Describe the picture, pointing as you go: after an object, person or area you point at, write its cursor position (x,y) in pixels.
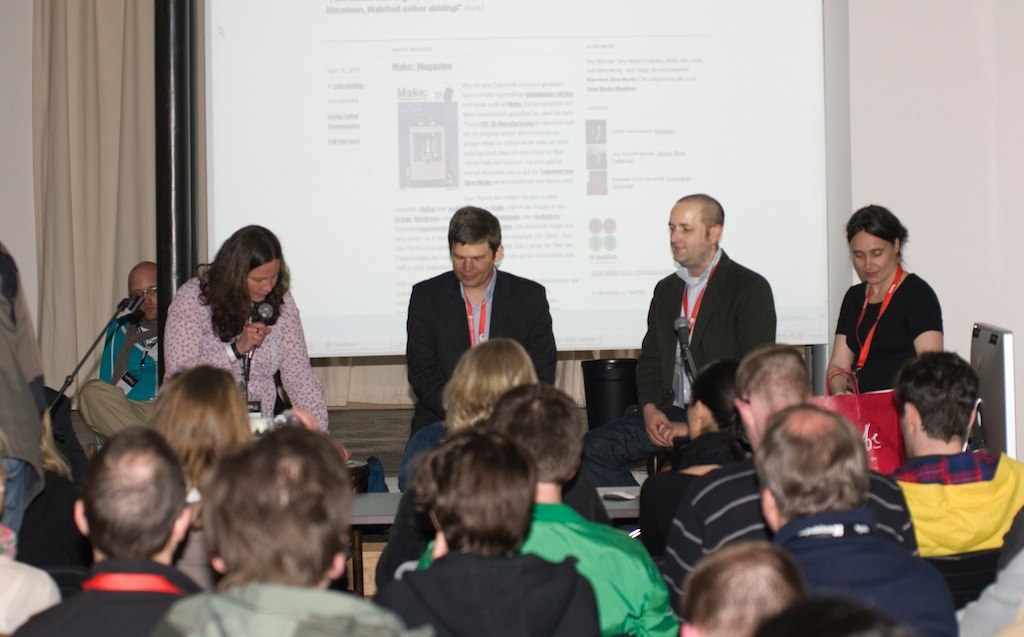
In this picture we can see a group of people (307,566), here we can see mics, table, dustbin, bag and some objects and in the background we can see a wall (873,187), projector screen (818,1), curtain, pole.
